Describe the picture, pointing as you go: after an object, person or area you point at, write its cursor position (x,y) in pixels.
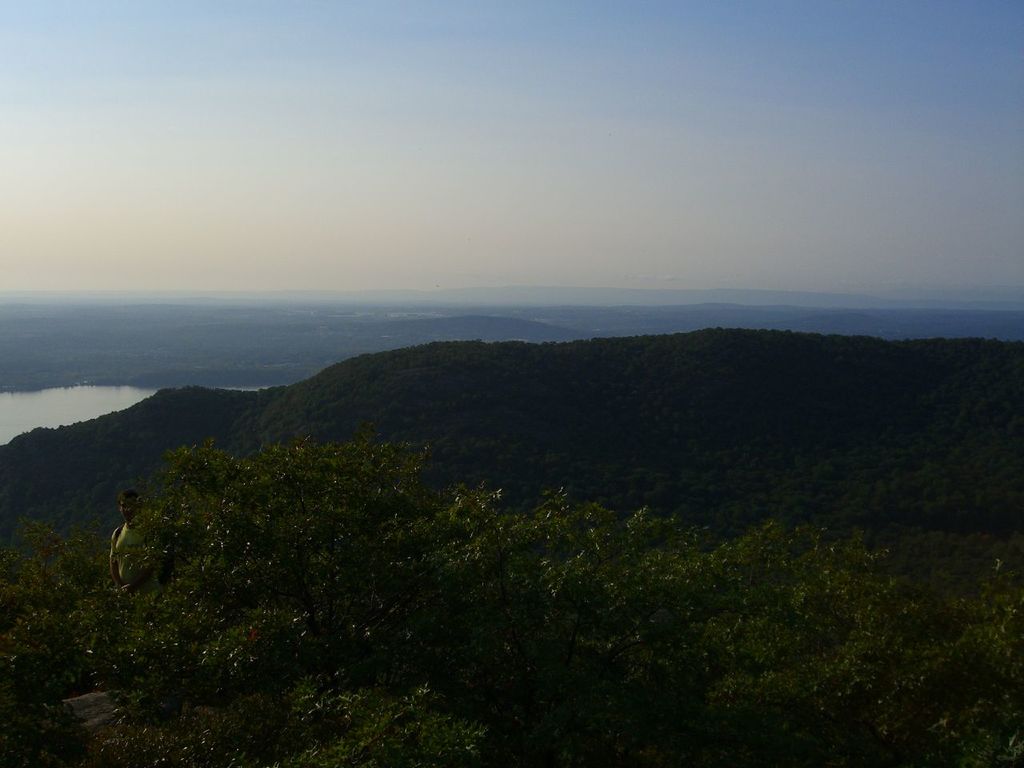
In this image I can see few trees (542,636), a person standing and a mountain (869,430). In the background (53,401) I can see the water (86,411), the ground (174,360) and the sky (435,155).
